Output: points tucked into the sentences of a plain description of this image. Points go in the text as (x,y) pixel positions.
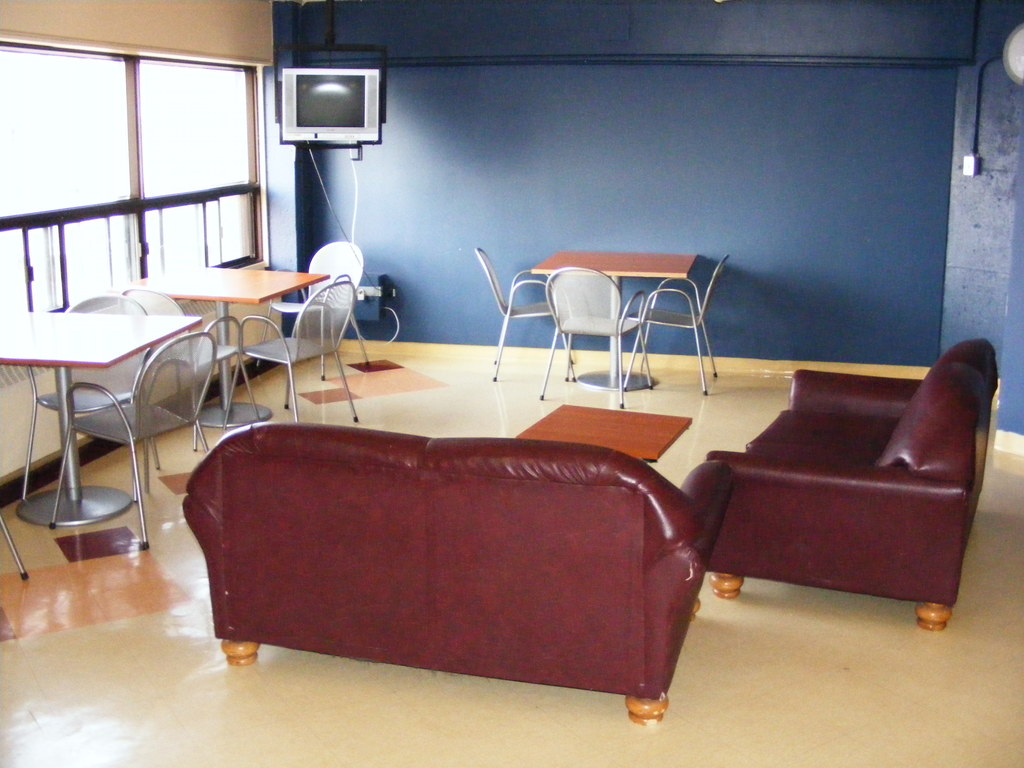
Picture inside of a room (885,574). Couches (753,441) are in red color. This are tables (240,277) and chairs (678,278). On top (326,100) there is a television (343,119). Wall (643,114) is in blue color.
